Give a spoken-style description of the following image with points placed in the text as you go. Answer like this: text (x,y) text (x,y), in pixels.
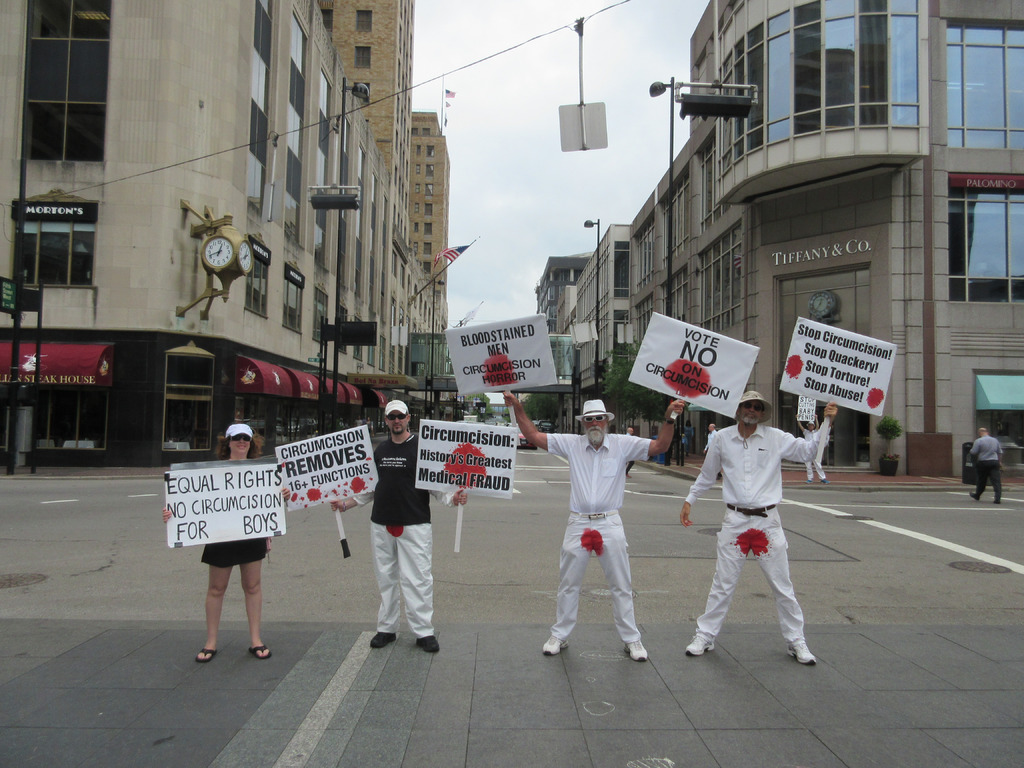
In this picture I can see there are a few people (393,528) standing and they are holding the boards (363,469) and there is something written on it. In the backdrop (673,228), there are few buildings (665,216) in the backdrop (668,172) with glass windows (722,130).
